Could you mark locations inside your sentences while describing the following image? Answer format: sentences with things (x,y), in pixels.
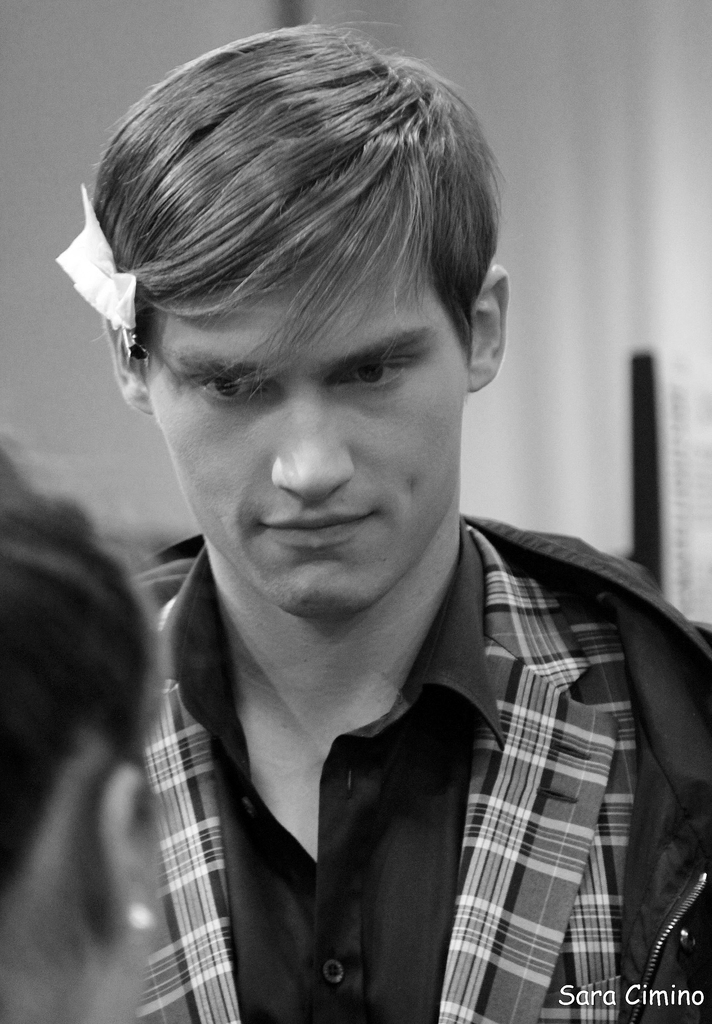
This is a black and white picture. Background (16,48) portion of the picture is blur. In this picture we can see a person (461,97). On the left side of the picture (12,621) we can see the partial part of a person's head (36,625) and we can see an ear (110,884) of a same person (110,884). In the bottom right corner of the picture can see watermark (663,990).
